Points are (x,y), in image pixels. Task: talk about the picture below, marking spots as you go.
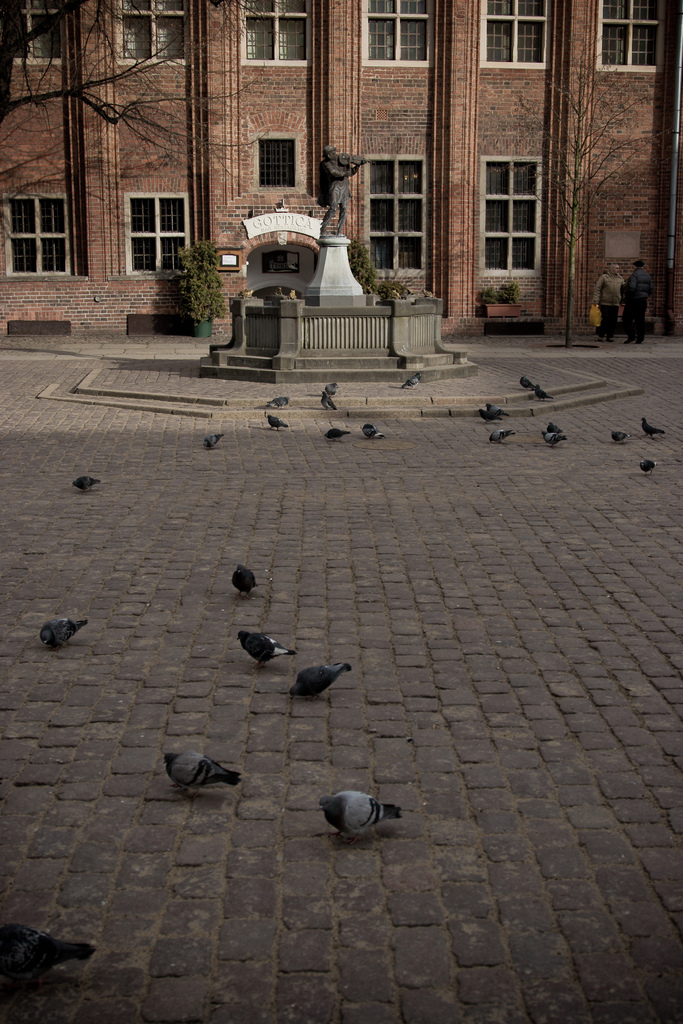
In this image there are so many pigeons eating the grains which are on the floor (546,598). In the middle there is a statue (343,212). In the background (340,97) there is a building (169,137) with the windows (139,220). On the left side (56,93) top there is a tree (20,40).
